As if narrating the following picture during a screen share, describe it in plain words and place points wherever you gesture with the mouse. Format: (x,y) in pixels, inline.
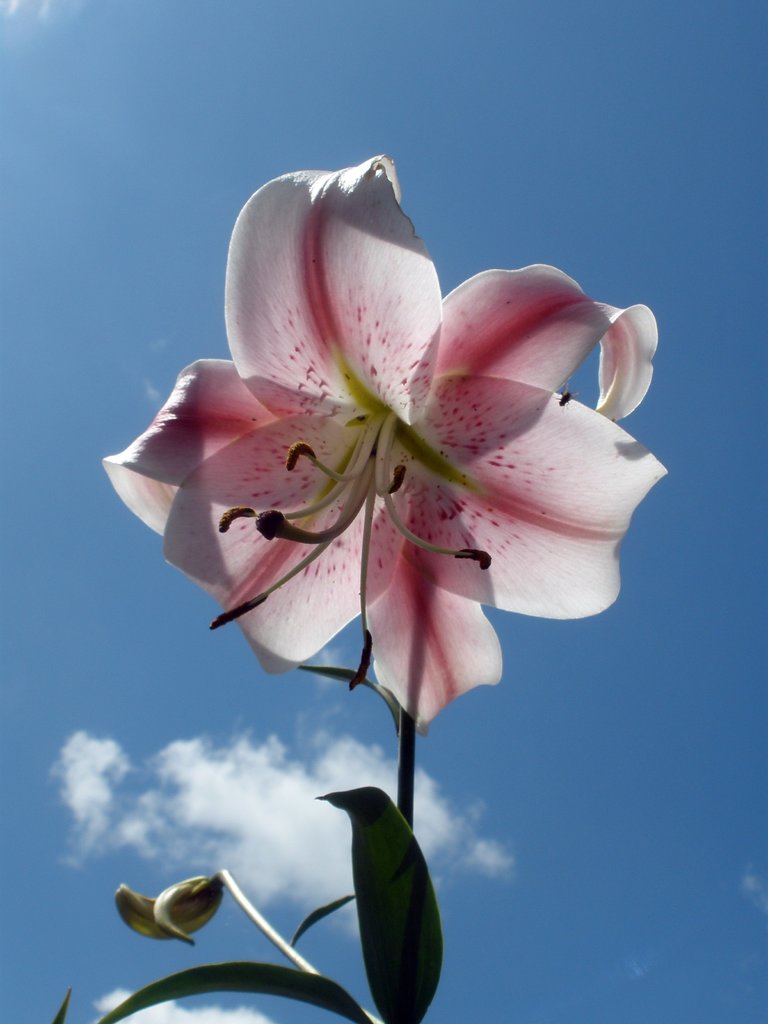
This image is taken outdoors. In the background (310,761) there is a sky (571,791) with clouds (210,750). In the middle of the image (364,636) there is a plant (217,972) with a beautiful flower (413,708) which is pink in color.
